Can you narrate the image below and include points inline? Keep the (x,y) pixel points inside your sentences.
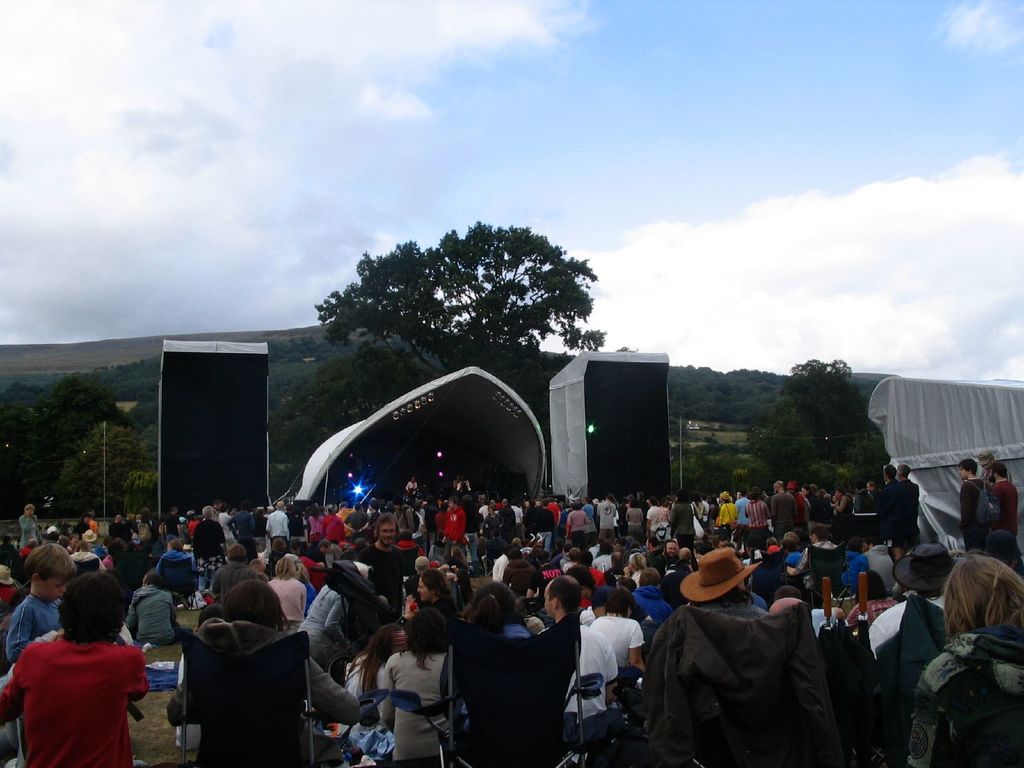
In this image, we can see a crowd (44,654). There are shelters (412,440), trees (544,396) and hills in the middle of the image (531,401). There is a cloth (963,437) on the right side of the image (971,454). There is a sky (510,96) at the top of the image (510,96).
